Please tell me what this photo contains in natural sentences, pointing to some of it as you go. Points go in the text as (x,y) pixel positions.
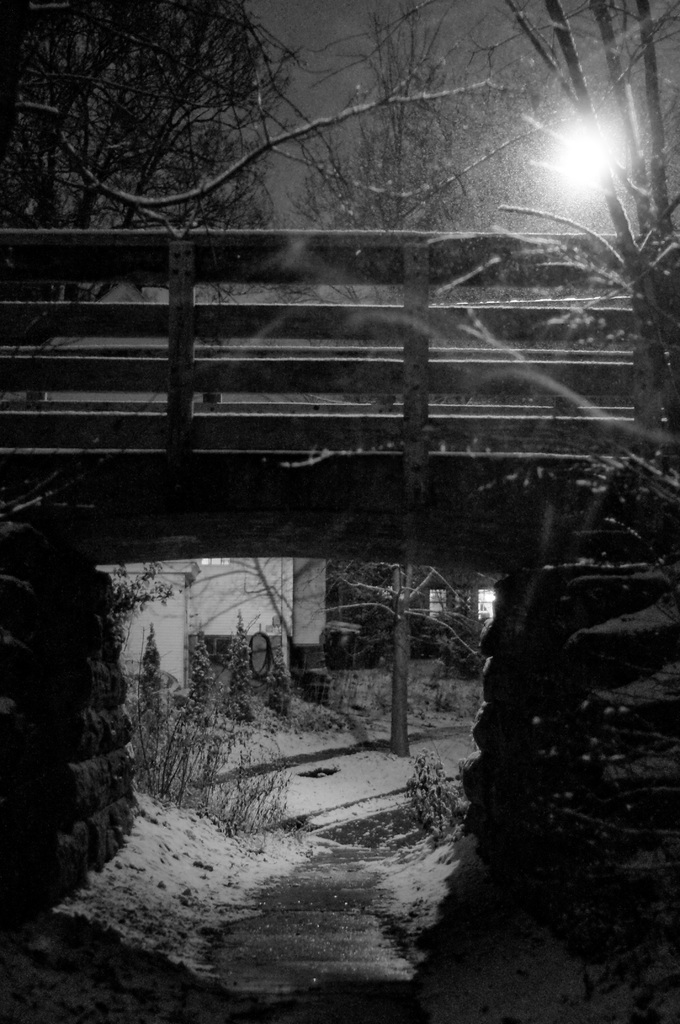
This is a black and white picture. I can see a bridge (516,376), there are plants (208,777), trees (620,240), light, this is looking like a house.
